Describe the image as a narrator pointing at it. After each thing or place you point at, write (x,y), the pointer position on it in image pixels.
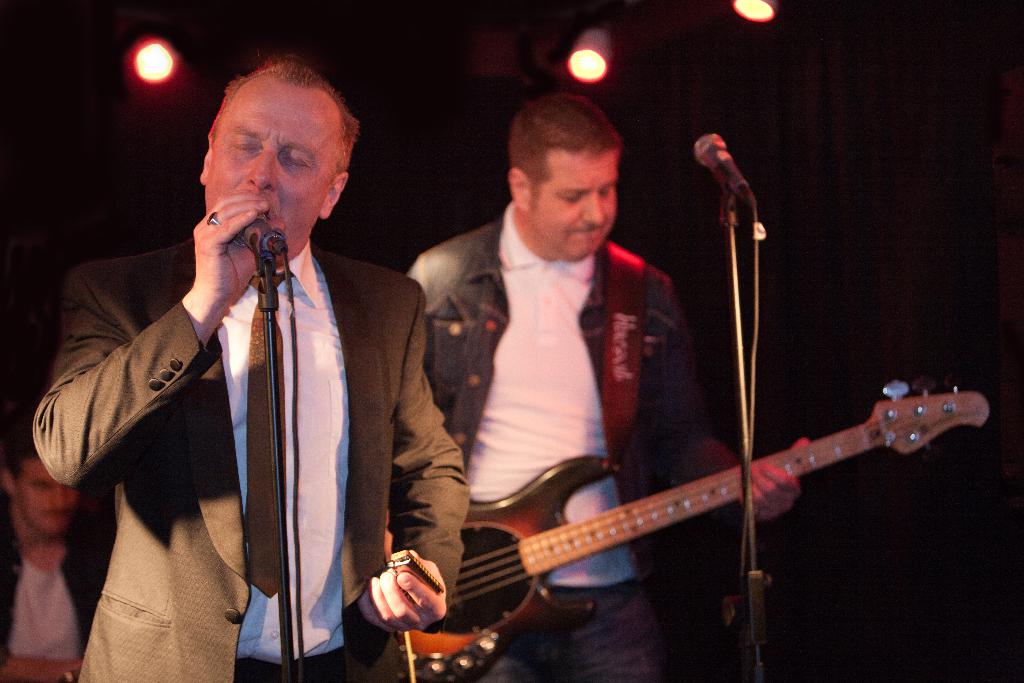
This is the picture of a man (343,313) standing and singing in microphone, another man (456,279) standing and playing guitar (443,651) and the back ground (23,480) there is another person (14,466).
